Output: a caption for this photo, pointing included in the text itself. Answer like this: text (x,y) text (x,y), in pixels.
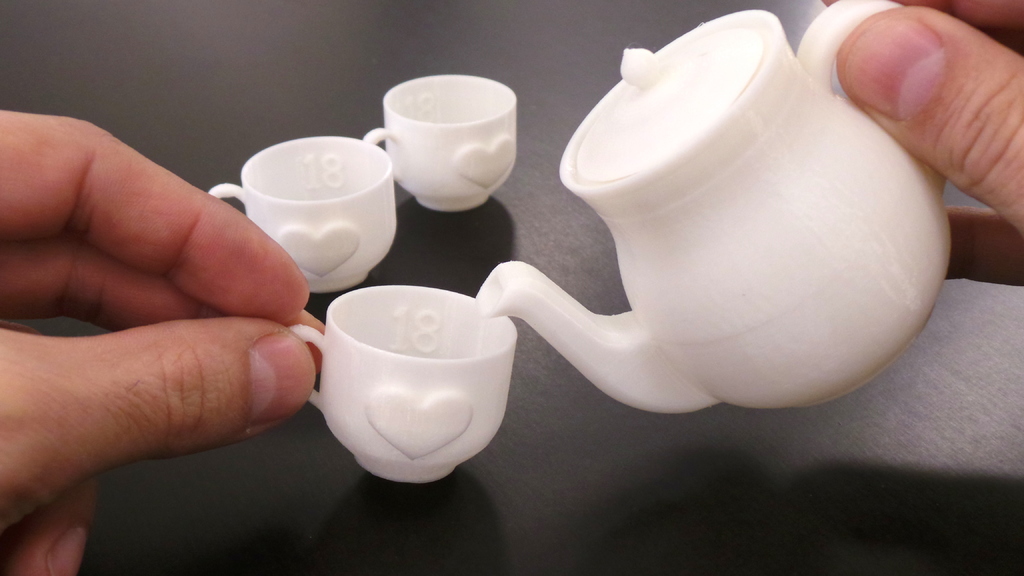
In this image I can see a person (233,397) is holding a cup (368,396) and teapot (751,195). I can see few cups (422,139) on the black surface (796,441). They are in white color.
